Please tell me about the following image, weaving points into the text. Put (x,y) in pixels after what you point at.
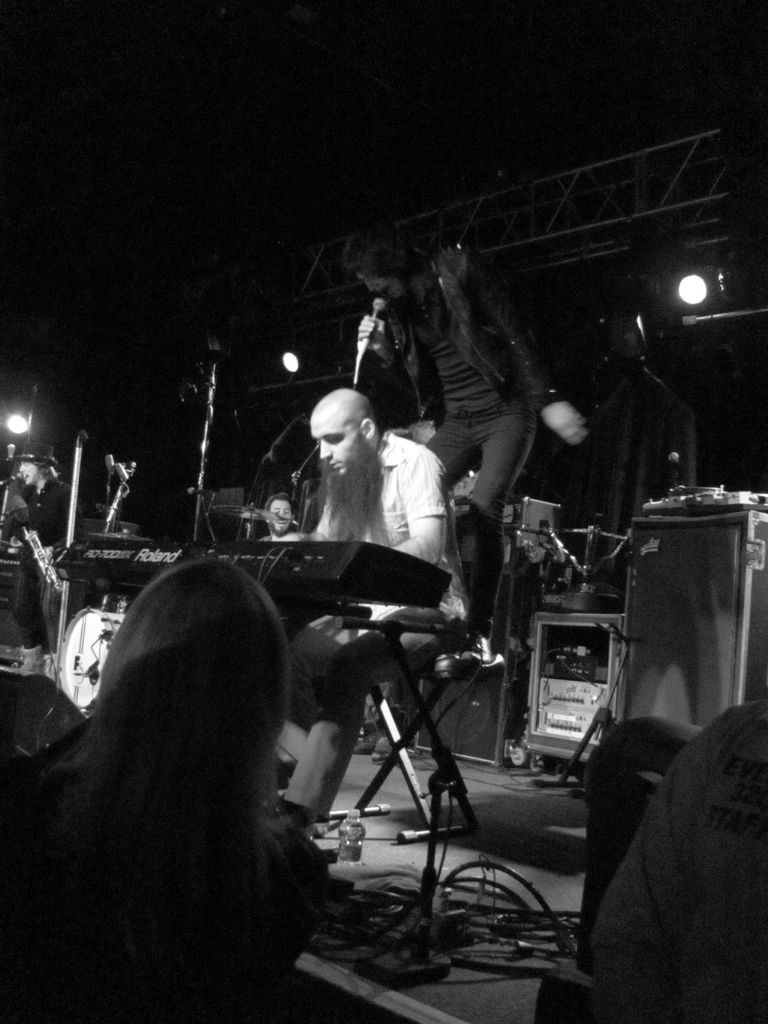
There are so many people (480,309) sitting and standing in a stage (545,515) playing a musical instrument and singing.
